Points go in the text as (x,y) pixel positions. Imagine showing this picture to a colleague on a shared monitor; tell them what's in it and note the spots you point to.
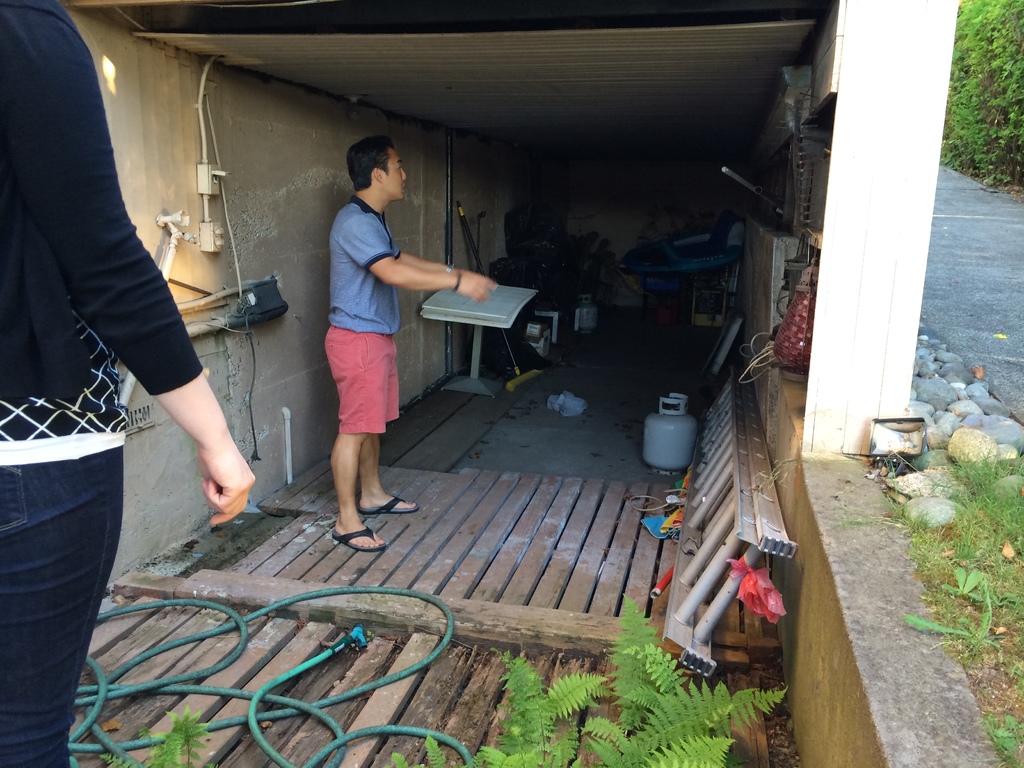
In the center of the image (370,363) we can see a man (352,363) standing. At the bottom (312,706) there is a pipe (338,739) and we can see plants (727,708), ladder (712,584) and a cylinder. In the background (554,258) there are many things (611,282) placed in the shed (614,243). On the left (109,209) there is a person (46,448). On the right (935,297) there is a road (938,309), hedge (980,62) and stones (956,430).
